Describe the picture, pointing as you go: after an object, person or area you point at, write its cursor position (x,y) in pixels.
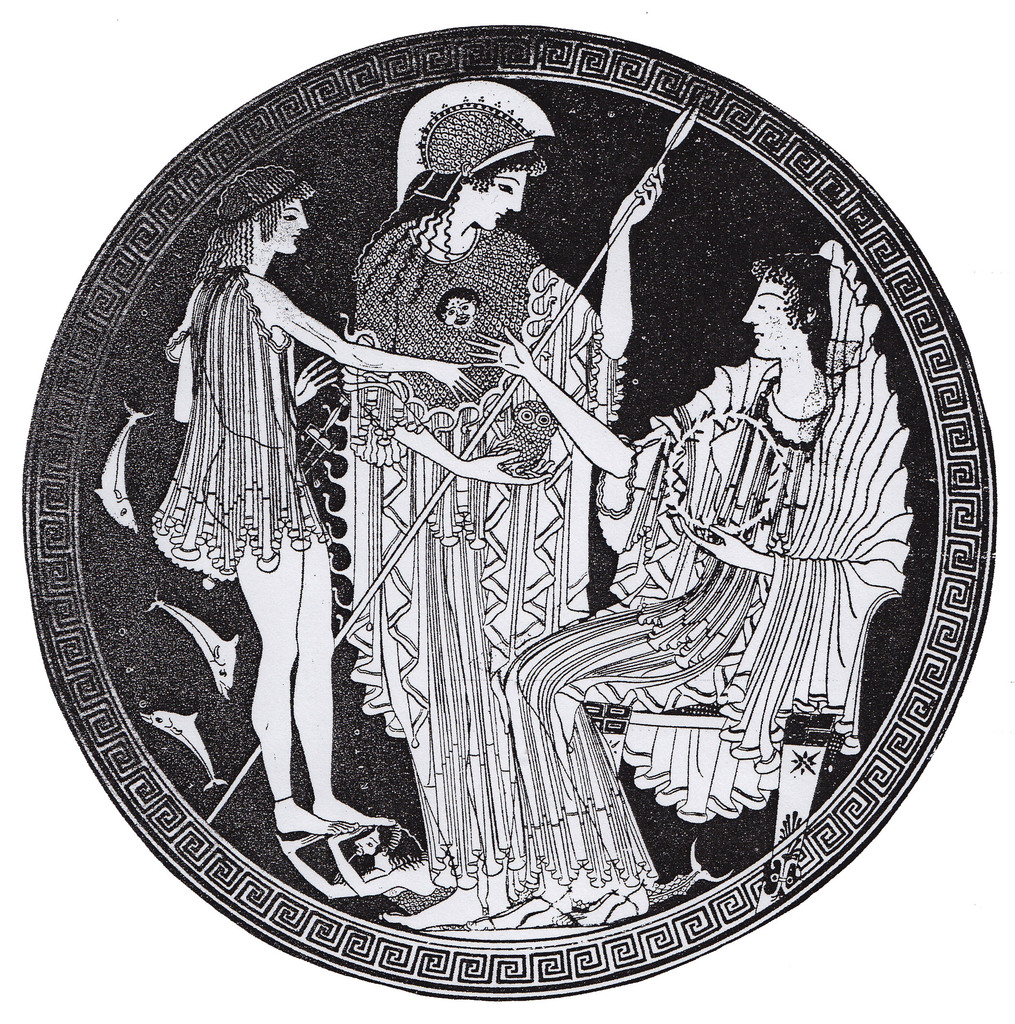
This is a sketch and here we can see people (492,465), one of them is holding a spear (368,590) and there are fishes (162,608).
